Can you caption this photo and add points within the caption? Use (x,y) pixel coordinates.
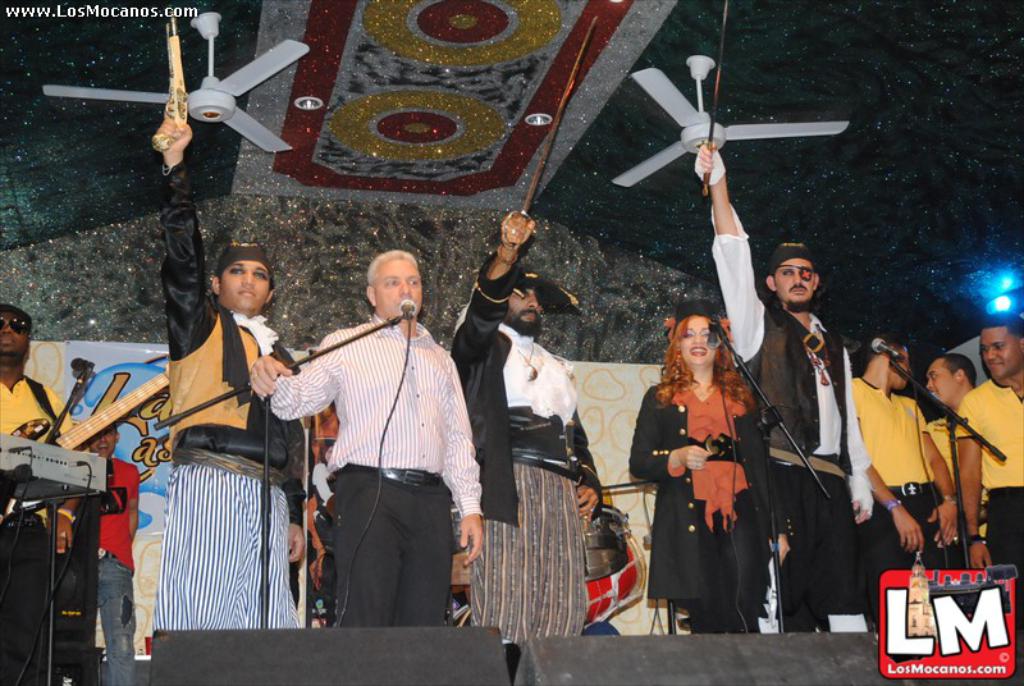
In this picture I can see there are a few people (450,418) standing on the dais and few people (721,189) are wearing pirate costumes (454,337) and I can see there is a man (371,340) standing at left (339,377) and speaking into the microphone (412,303), there are a few people (1008,428) standing on the right side (973,413), they are wearing yellow shirts (963,409). There is a person (3,339) at left (49,430), he is playing the guitar (129,399). There is a logo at the right bottom of the image (961,611), there is a light (1005,297) onto right side (992,290).
